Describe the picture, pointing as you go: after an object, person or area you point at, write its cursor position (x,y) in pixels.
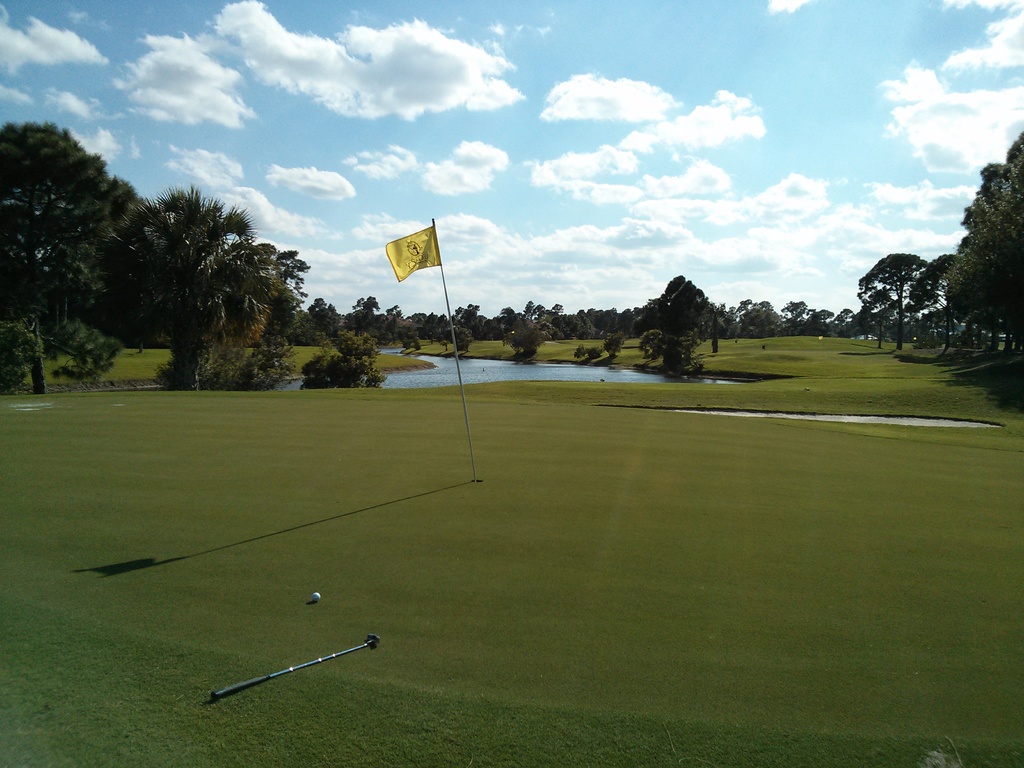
In this image I can see some grass (315,610) on the ground (335,594), a golf stick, a golf ball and a yellow colored flag (432,237) on the ground (486,519). In the background (396,223) I can see few trees (323,323) which are green in color, the water (480,374) and the sky (607,187).
